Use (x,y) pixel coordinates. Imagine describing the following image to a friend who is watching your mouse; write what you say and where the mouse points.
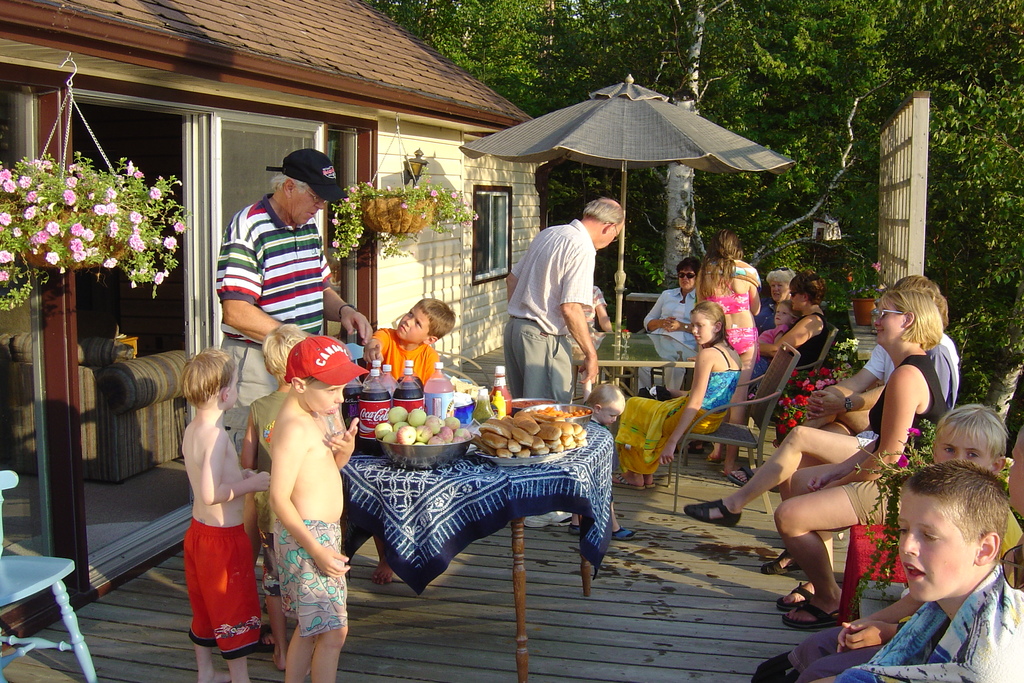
In this image, group of peoples (859,500) are sat on the chair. Few (303,358) are standing near the tables (563,411). There are so many items (509,427) are placed on the table (473,484). Here we can see grey color, umbrella (668,137). Background (916,206), there is a tree (828,120), here wooden pole (894,232), some plants (859,288), flowers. On left side (258,179), there is a house (443,172), glass window (491,233) and glass door (205,239), there is a cushion (155,387) and chair (22,561). And floor (352,677) we can see.
